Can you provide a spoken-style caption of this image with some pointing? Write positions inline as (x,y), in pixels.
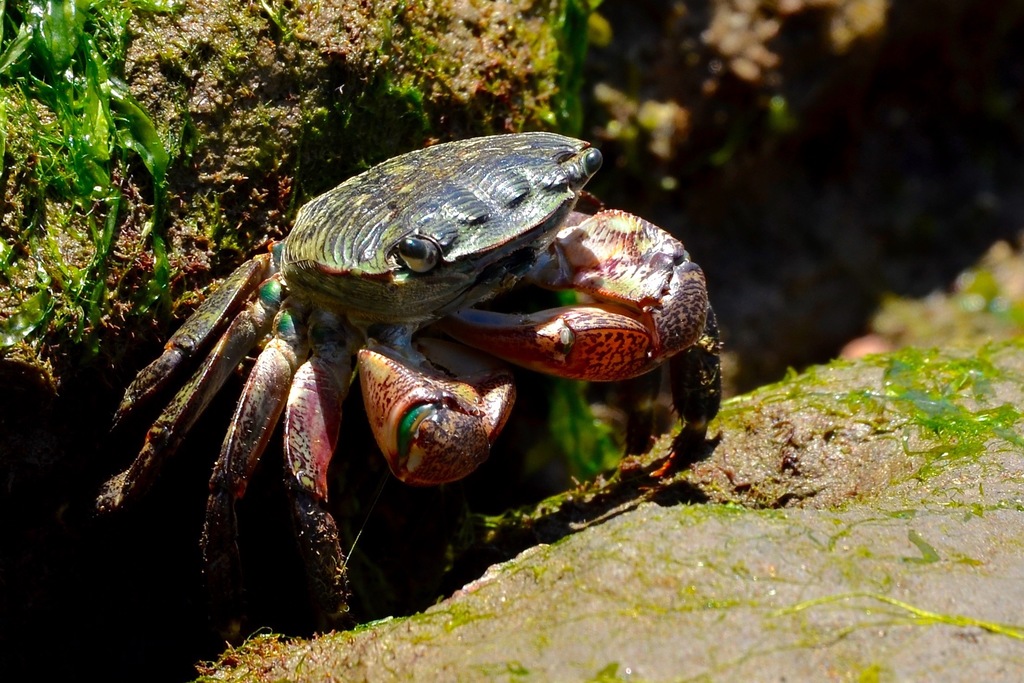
In this image I can see a crab (458,264) which is in red, green and black color. Back I can see a green and brown color.
